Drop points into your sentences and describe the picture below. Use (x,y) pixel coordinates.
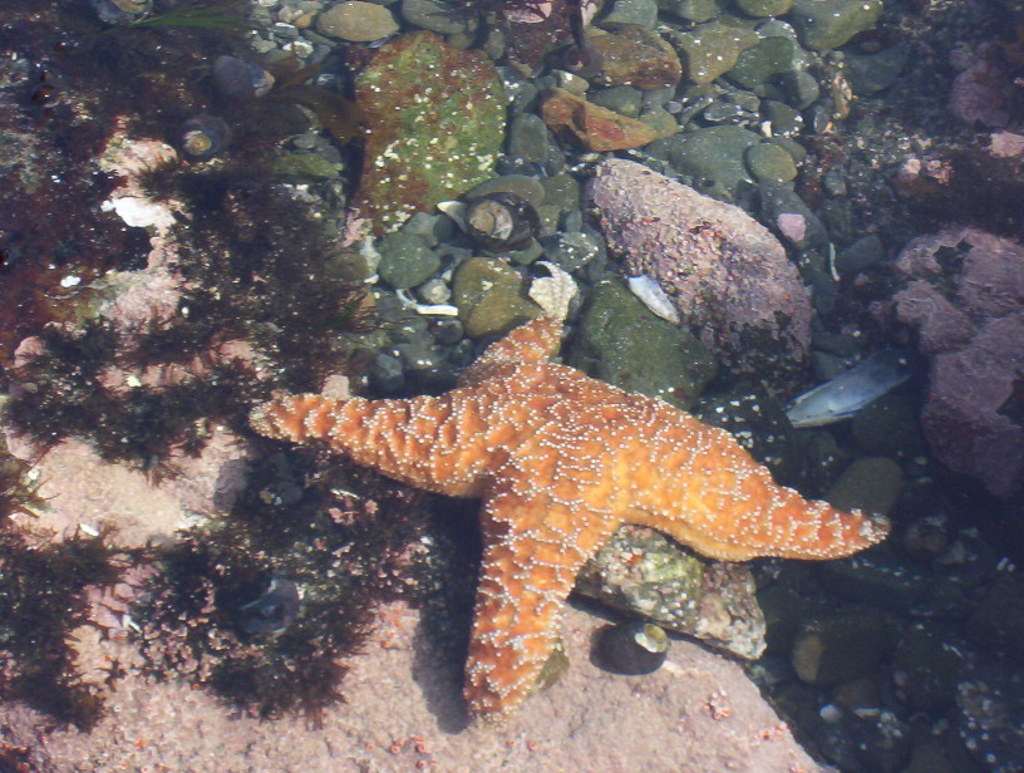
In this picture we can see an underwater environment (244,333), there is a starfish (591,476) in the front (543,473), in the background (662,279) there are some stones (628,128).
